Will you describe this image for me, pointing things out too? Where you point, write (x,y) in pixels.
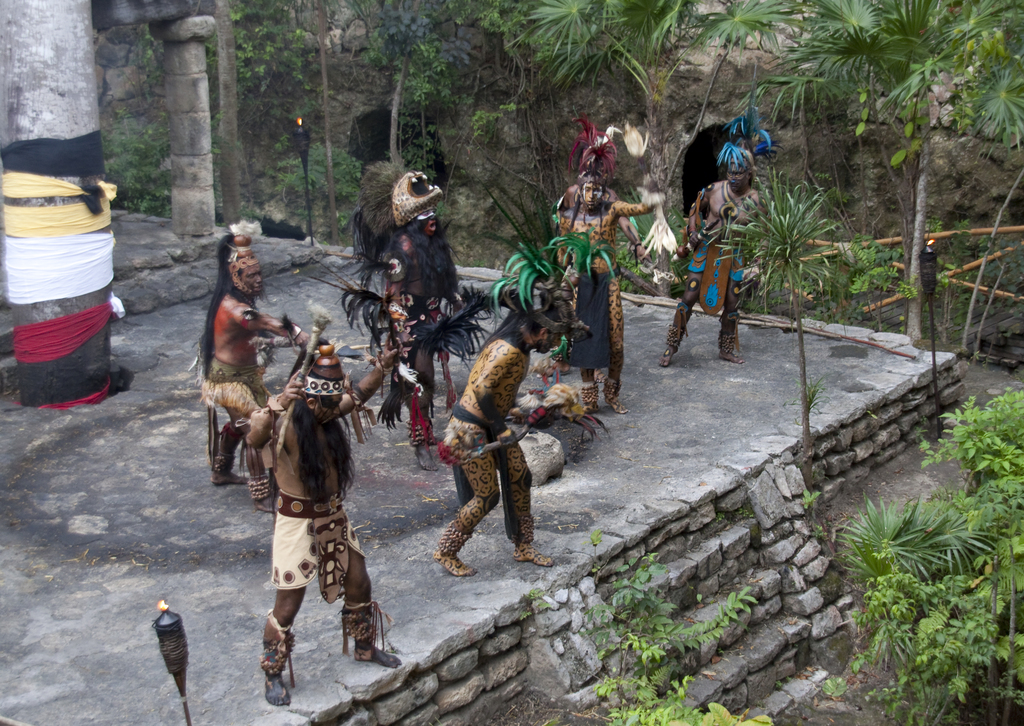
In this image we can see the tribal people (370,269) and they are holding the wooden sticks (504,422) in their hands (688,236). Here we can see the clothes (85,283) of different colors on the pillar (83,176) which is on the left side (83,298). Here we can see the trees (972,307) and plants (1001,582).
